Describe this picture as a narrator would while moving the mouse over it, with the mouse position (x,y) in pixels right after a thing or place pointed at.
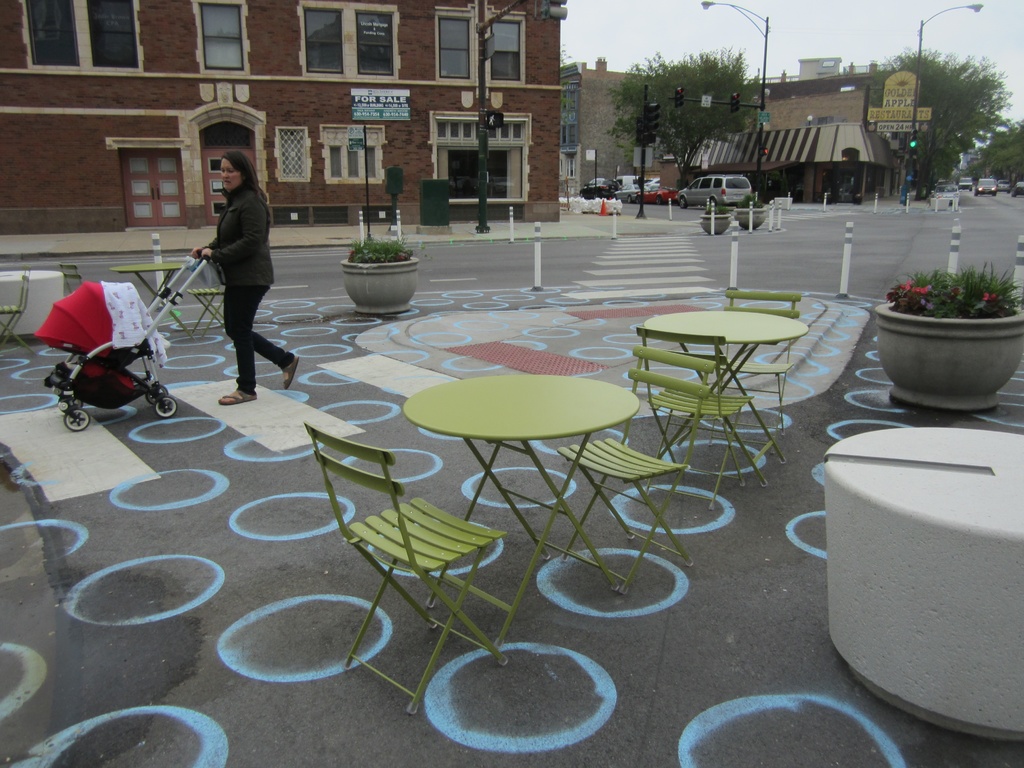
In this image, a woman (241,301) is holding a stroller (143,337), she is walking on road (200,457). The right side (745,324) and the middle, we can see some plants (914,310), tables (604,384), chairs (722,405). On left side of the image (201,112), we can see building (338,93), board (405,93), windows (240,60), glass windows (381,56), doors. In the middle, there so many poles (486,163), lights (753,23), traffic signals (681,102), few vehicles (718,196) are there in the image.
